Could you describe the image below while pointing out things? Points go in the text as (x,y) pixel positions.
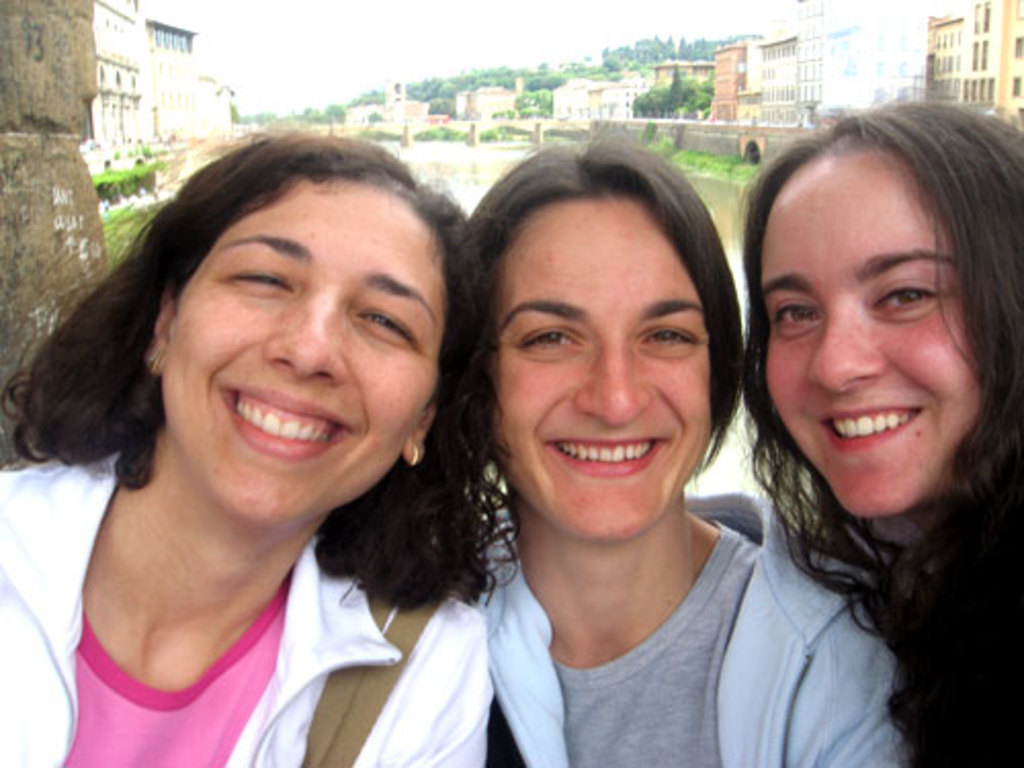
To the left side of the image (219,565) there is a lady (378,546) with white jacket (30,556) and pink t-shirt (222,689). Beside her there is a lady (737,610) with grey jacket (759,586) is smiling. And to the right corner (874,494) there is a lady (940,349) smiling. Behind them in the background (446,164) there are buildings (481,102), water (445,150) and trees (436,101). And to the top of the image (252,25) there is a sky (646,16).
